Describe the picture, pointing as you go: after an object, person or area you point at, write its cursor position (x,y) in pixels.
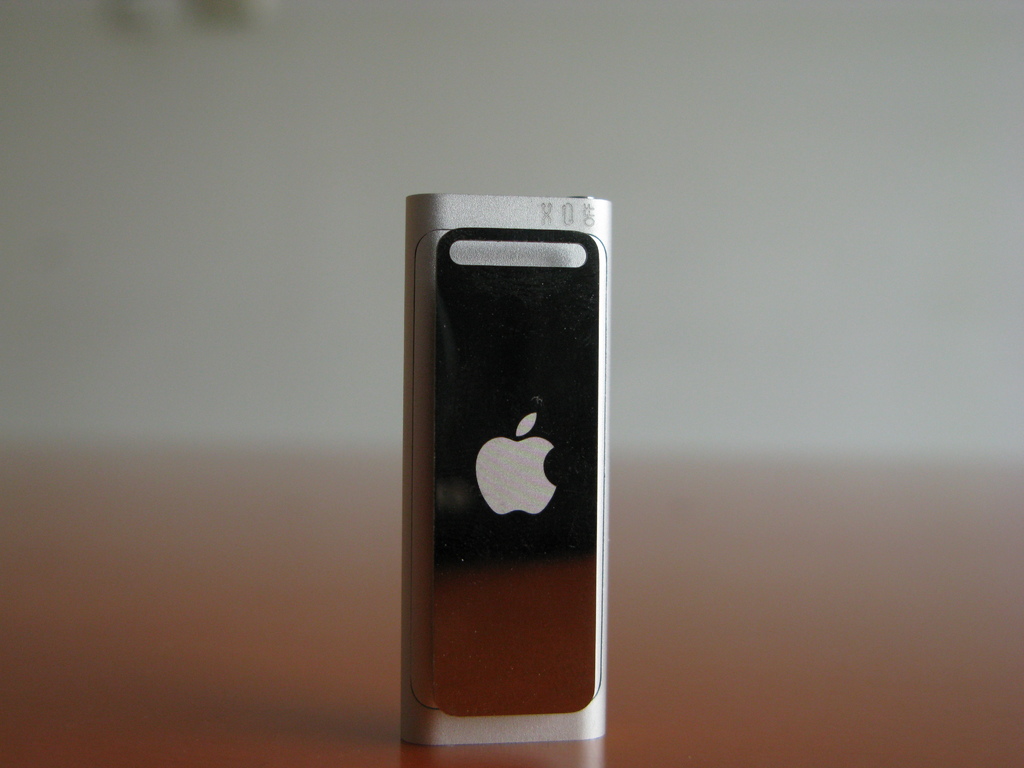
In this image we can see a device (542,656) with a logo (540,485) which is placed on the surface (764,653).
